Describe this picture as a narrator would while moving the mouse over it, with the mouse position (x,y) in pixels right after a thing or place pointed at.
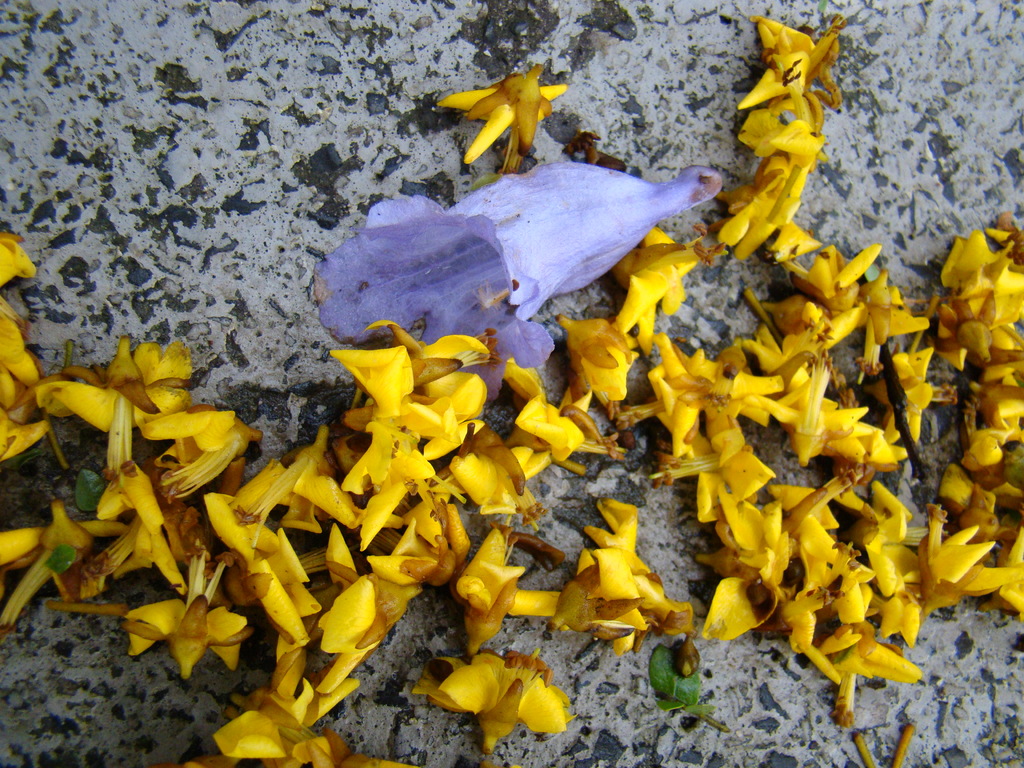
In this image I can see the yellow and purple color flowers (450,477) on the black and ash color surface (299,234).
